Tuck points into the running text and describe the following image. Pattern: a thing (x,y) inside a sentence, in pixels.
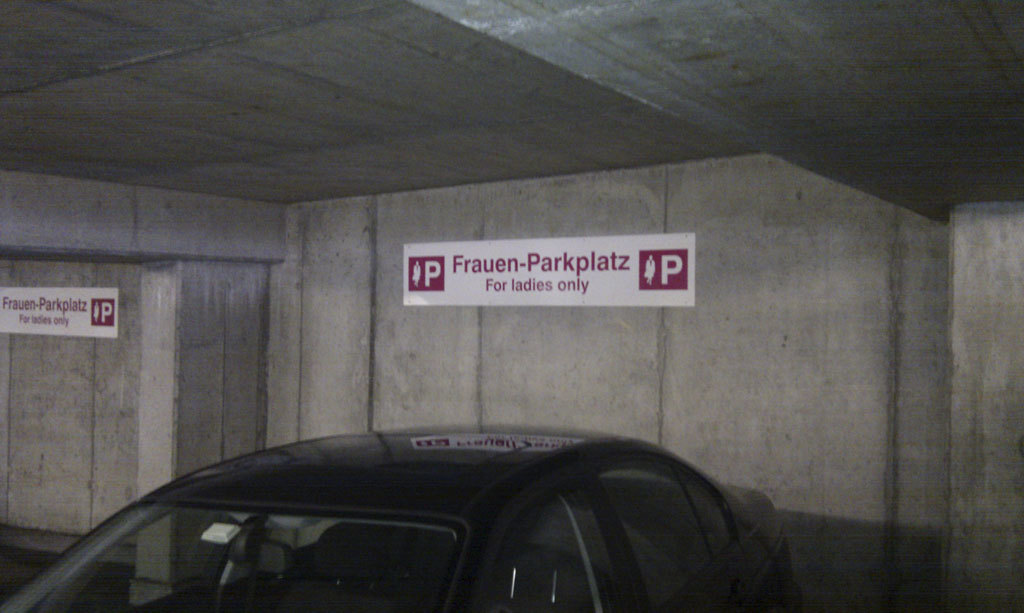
In this image there is a vehicle (436,477) parked in the parking yard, in the background (323,335) there is a wall (568,341) and two posters (536,301) with some text (60,303) is attached to it. At the top of the image (224,78) there is a ceiling (259,88).
